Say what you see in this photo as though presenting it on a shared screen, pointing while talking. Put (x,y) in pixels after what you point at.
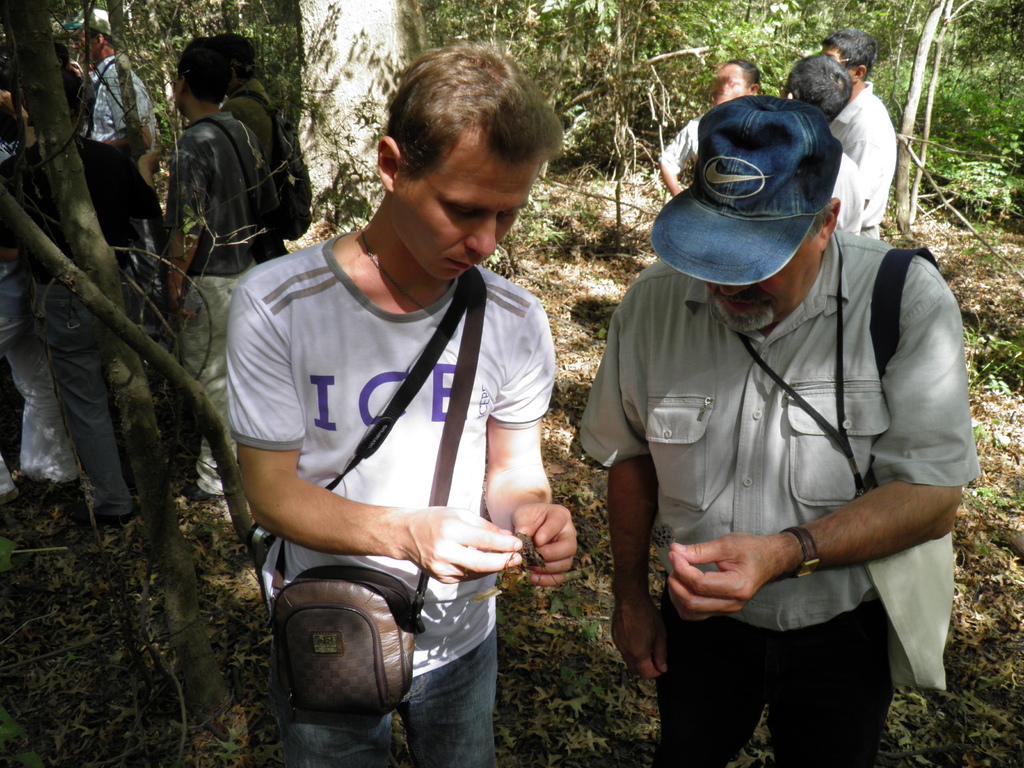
In this image I see number of people (425,163) in which these 2 men (684,377) are holding things (529,552) in their hands (691,554) and I see that they're carrying bags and I see that this man (629,536) is wearing a blue color cap (778,245) on his head (740,282) and I see the ground (59,490) on which there are leaves (587,622) and in the background (396,17) I see number of trees (778,79).
